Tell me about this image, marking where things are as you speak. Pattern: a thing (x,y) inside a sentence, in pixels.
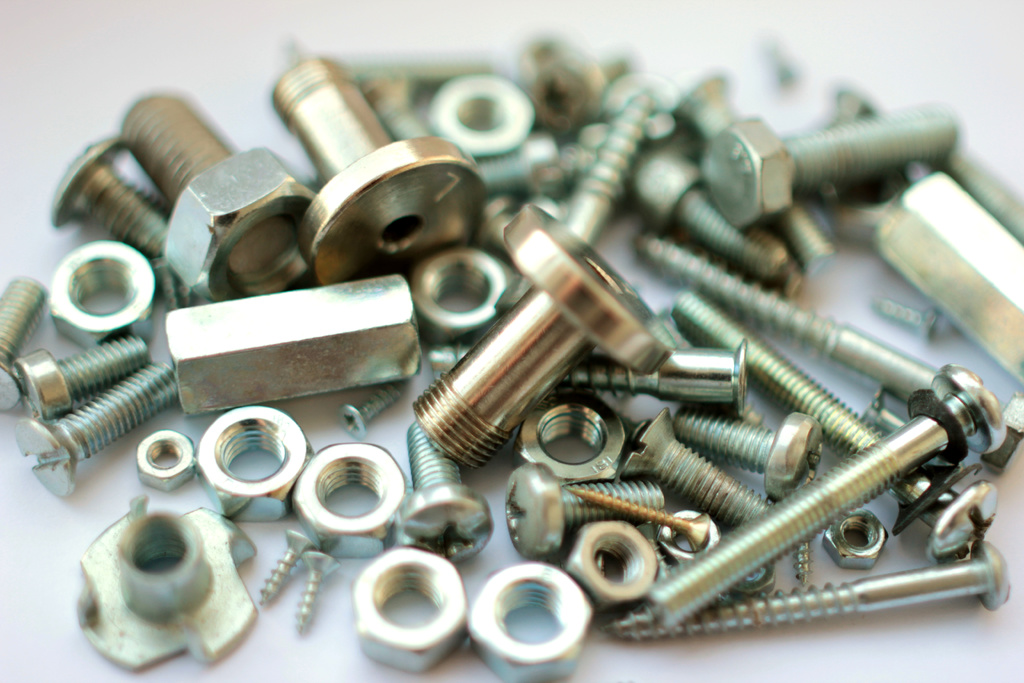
In this image there are nuts (412,549) and screws (648,359), in the background (368,33) it is blurred.
